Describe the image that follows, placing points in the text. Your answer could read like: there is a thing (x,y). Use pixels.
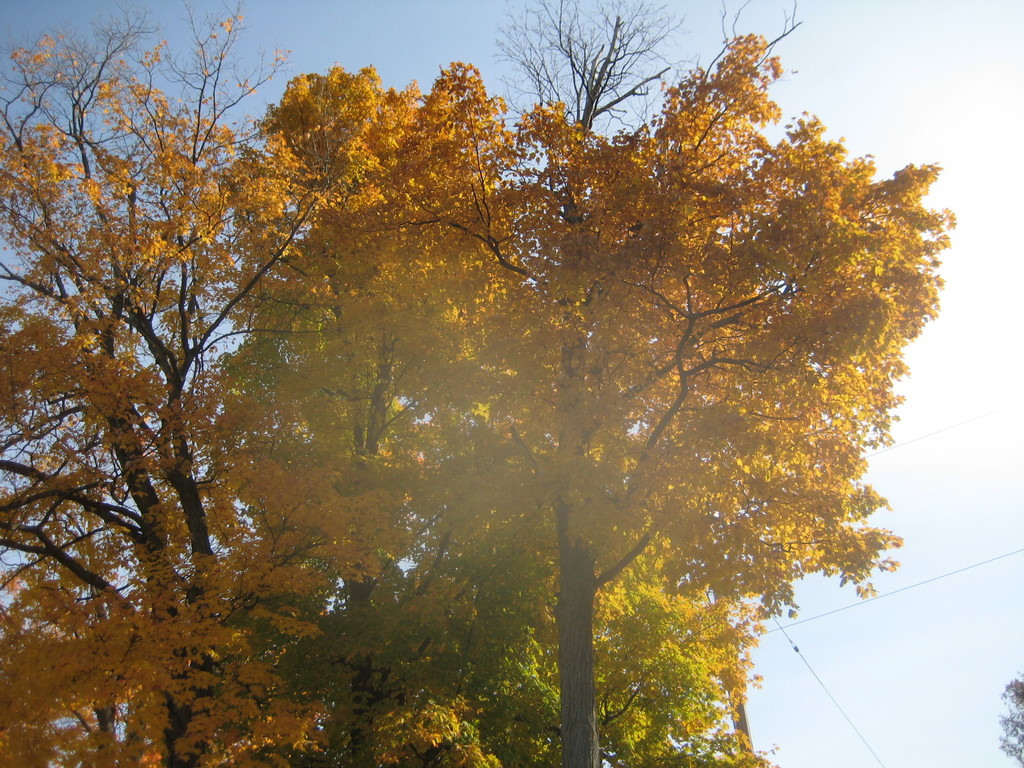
In this picture we can see few trees (308,312) and cables (828,689).
